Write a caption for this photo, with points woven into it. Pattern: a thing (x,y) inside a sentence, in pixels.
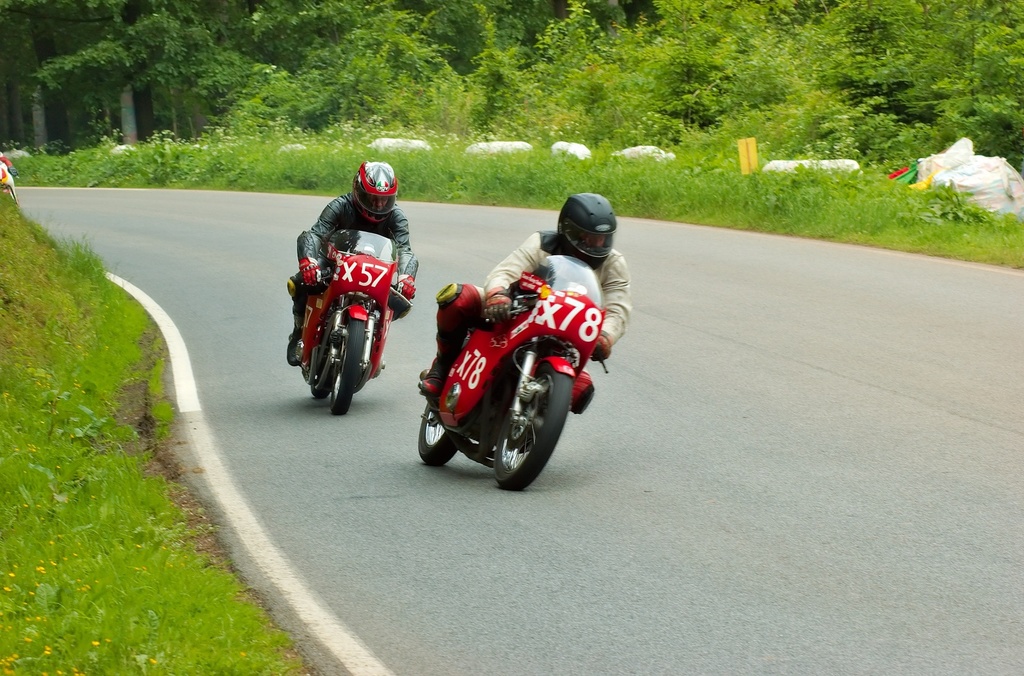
In this picture I can observe two members (405,274) driving bikes (371,337). They are wearing helmets (573,240). The bikes (394,267) are in red color. On either sides of the road (179,323) I can observe some plants (269,189) and trees (166,36).
